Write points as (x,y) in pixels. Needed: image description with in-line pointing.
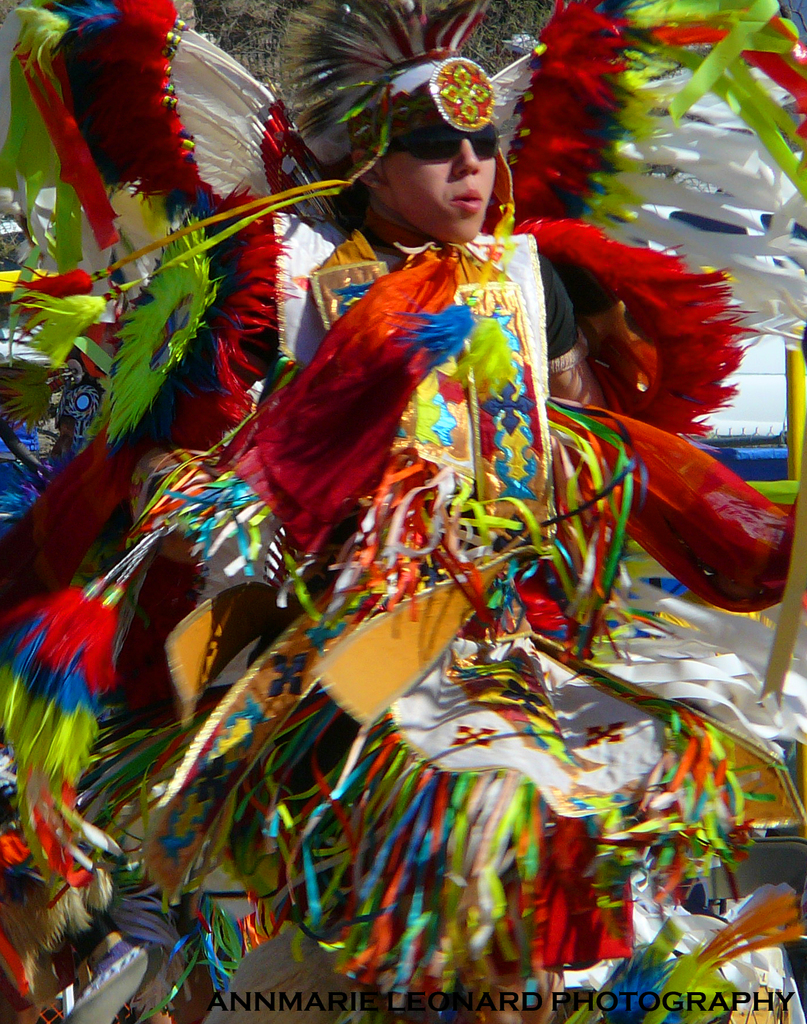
In the image there is a person (291,456) in colorful attire (332,872) standing in the front (323,896), he is wearing glasses (443,146).
